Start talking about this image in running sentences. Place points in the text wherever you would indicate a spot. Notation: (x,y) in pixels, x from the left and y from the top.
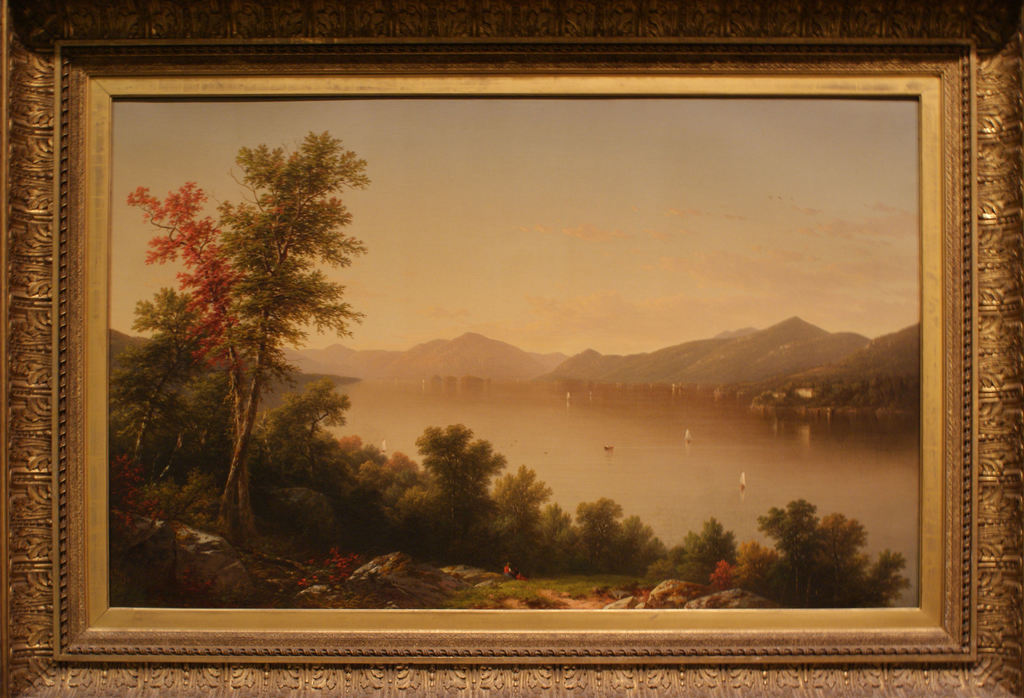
In this image there is a photo frame (984,485) of a scenery (562,429).
